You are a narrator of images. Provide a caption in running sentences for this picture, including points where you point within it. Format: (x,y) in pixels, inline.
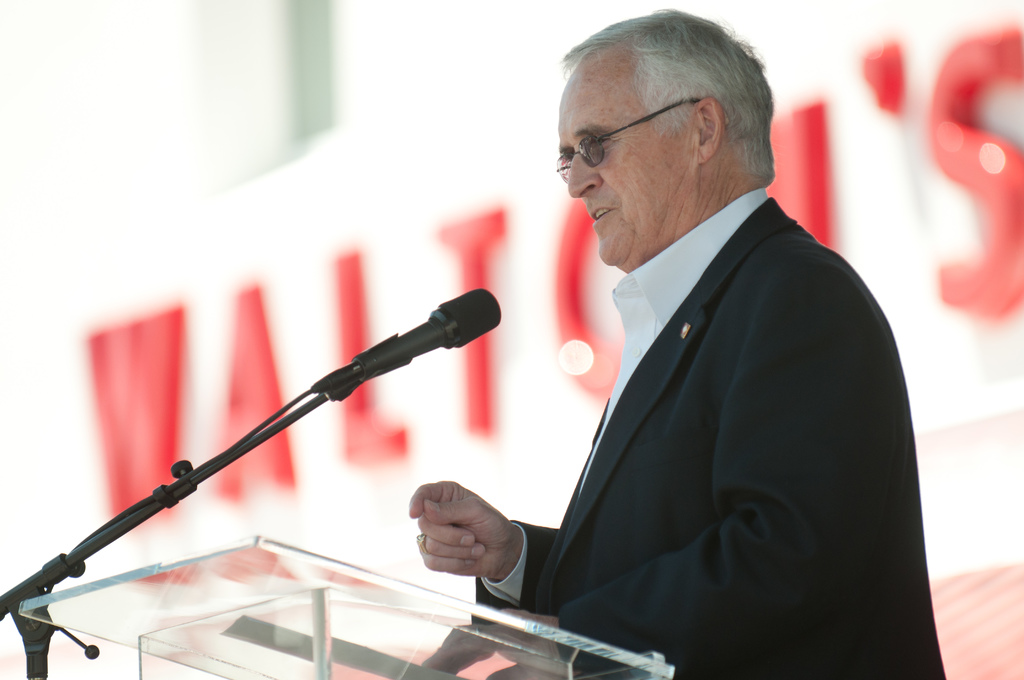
In this picture we can see a man (763,389) wore a blazer (693,463), spectacles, standing at the podium (334,561) and in front of him we can see a mic (468,315) and in the background (337,119) we can see a name (475,340) on the wall (842,174) and it is blur.
